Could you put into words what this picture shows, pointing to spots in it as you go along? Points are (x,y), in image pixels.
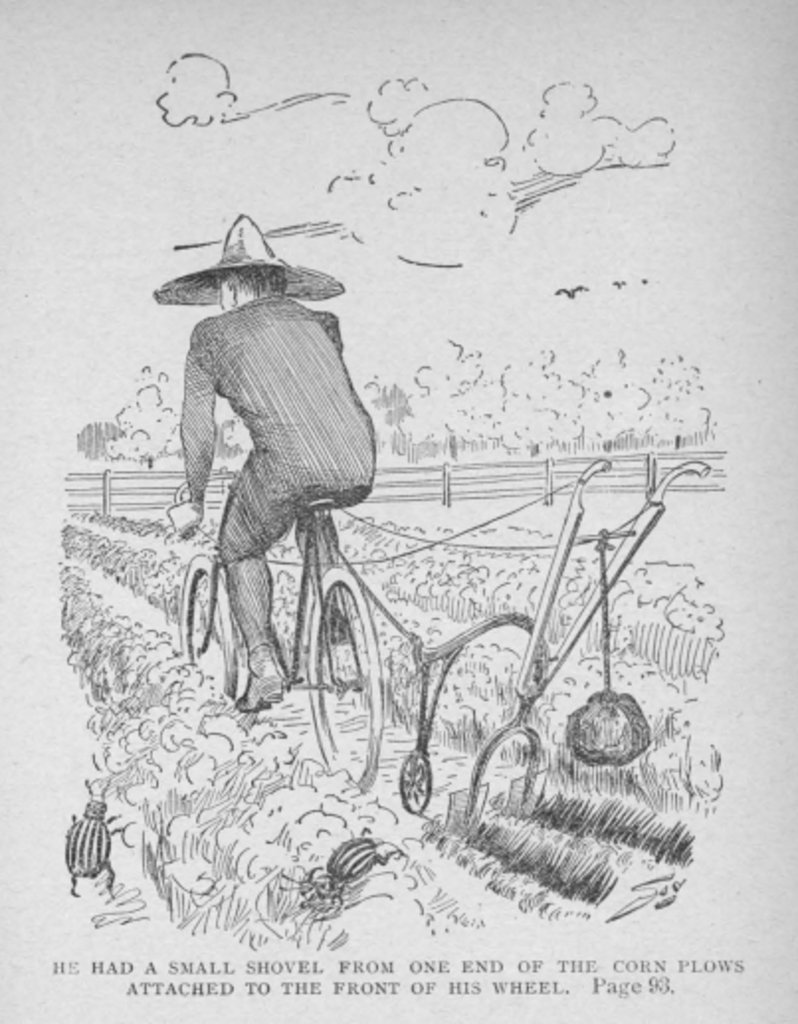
In the foreground of this picture (356,617), there is a sketch (343,636) of the person (242,618) riding cycle (291,681) on the path (393,743) and on either sides there are plants (156,556), trees (542,406), railing (489,487), sky (502,194) and the cloud (462,163).
